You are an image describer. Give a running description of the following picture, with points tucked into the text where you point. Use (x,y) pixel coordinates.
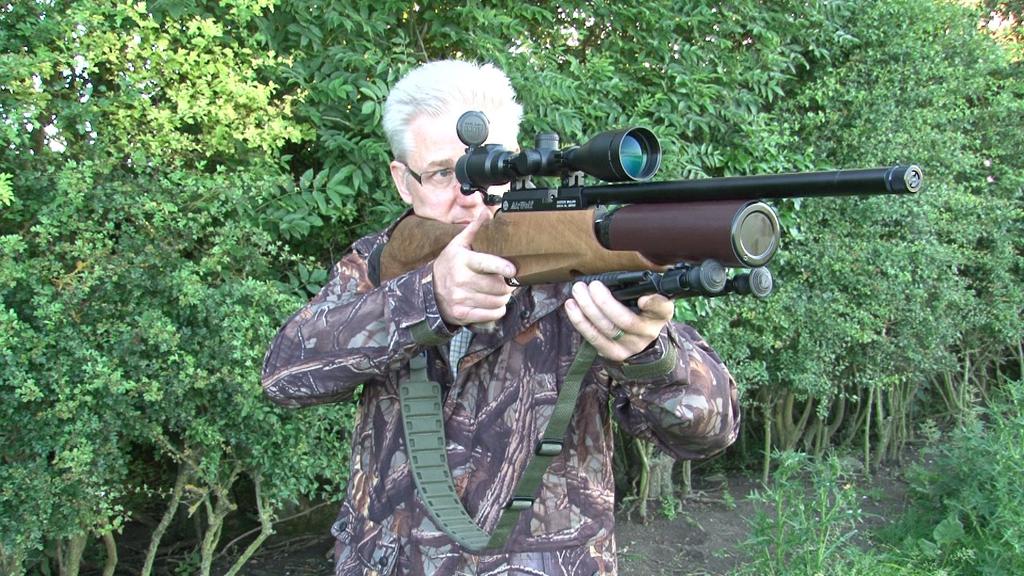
In the image there is a man (426,541) standing and holding a gun (579,204) in his hand (450,280). Behind him there are trees (213,304).
